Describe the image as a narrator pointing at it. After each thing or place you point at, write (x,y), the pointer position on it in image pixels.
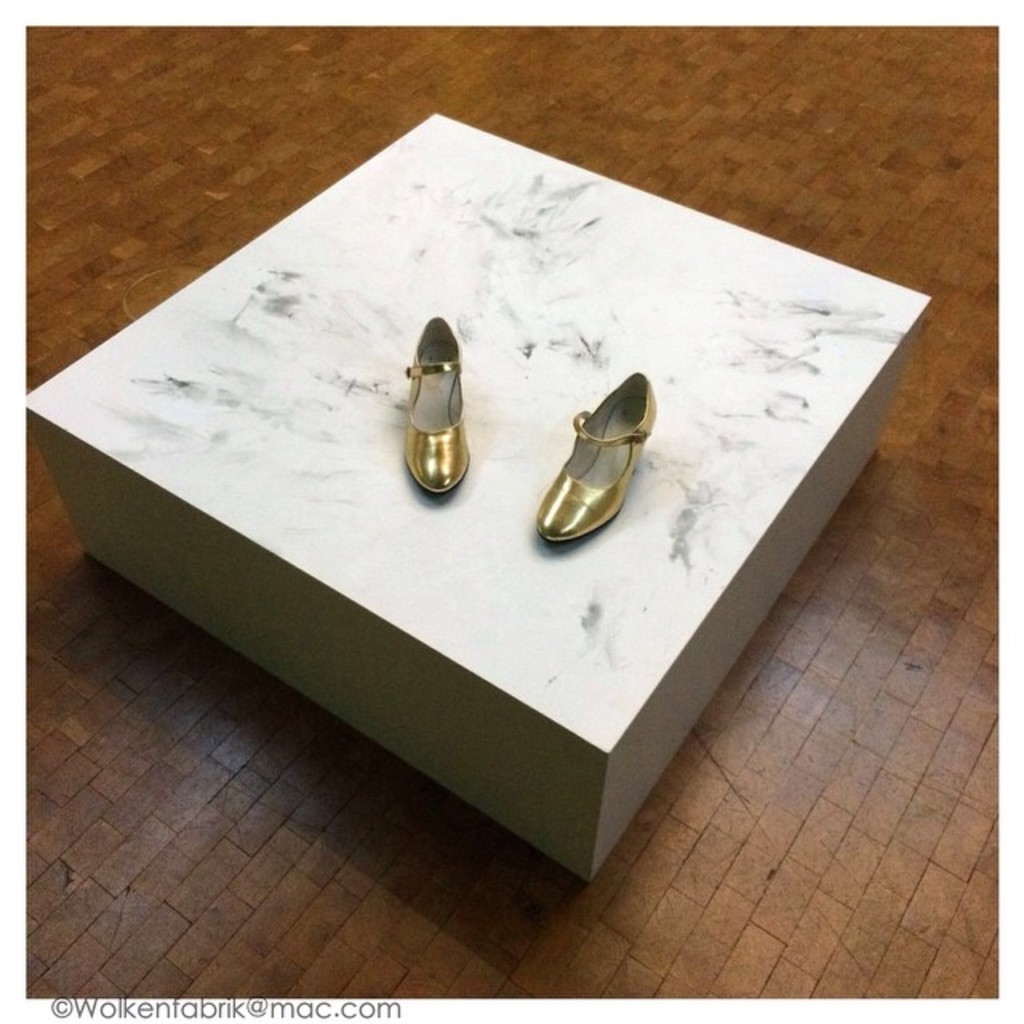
In this image there are gold color shoes (411,372) on the board (481,178), and there is a watermark (57,1003) on the image.
